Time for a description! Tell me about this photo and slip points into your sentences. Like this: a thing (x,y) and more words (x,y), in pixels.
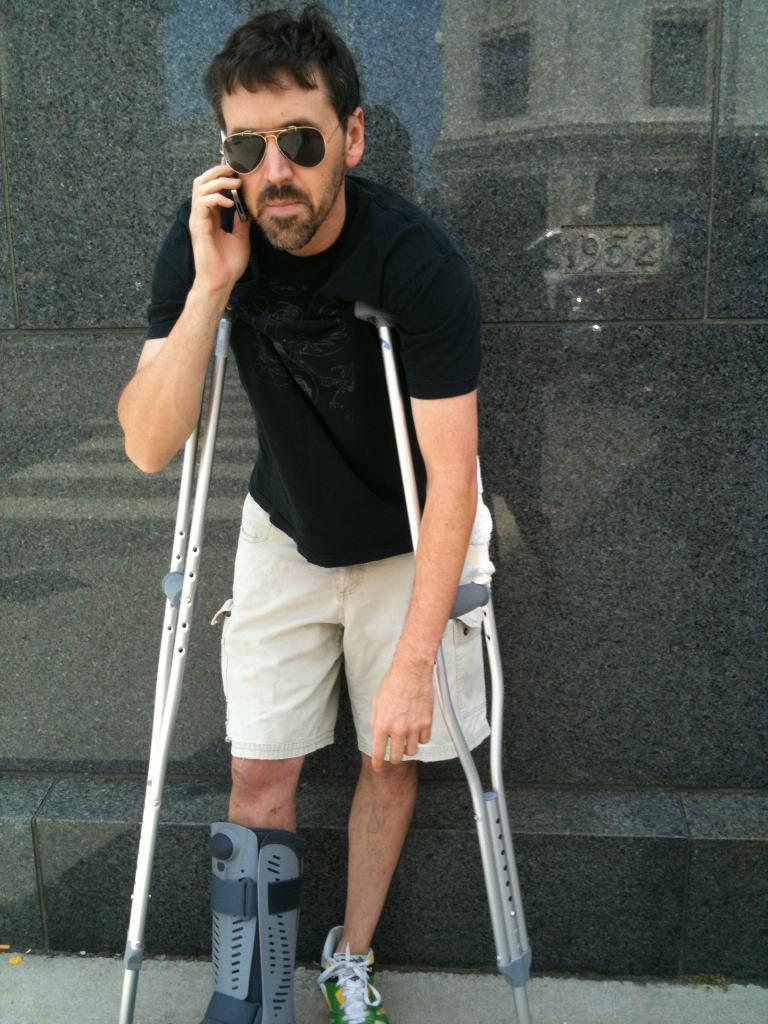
This person (299,240) holding a mobile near his ear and wore goggles (248,138). These are support walking stands (218,356).
